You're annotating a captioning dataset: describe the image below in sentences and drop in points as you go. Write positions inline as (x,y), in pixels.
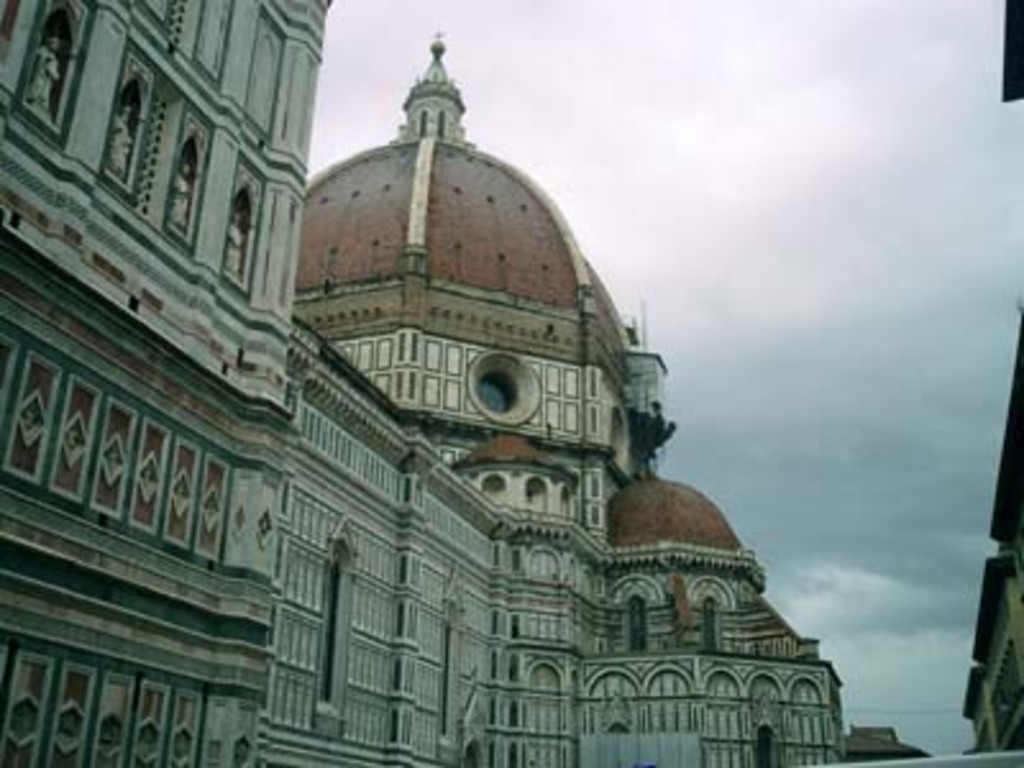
In this image we can see some buildings (488,418), a cable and the sky (751,404) which looks cloudy.
